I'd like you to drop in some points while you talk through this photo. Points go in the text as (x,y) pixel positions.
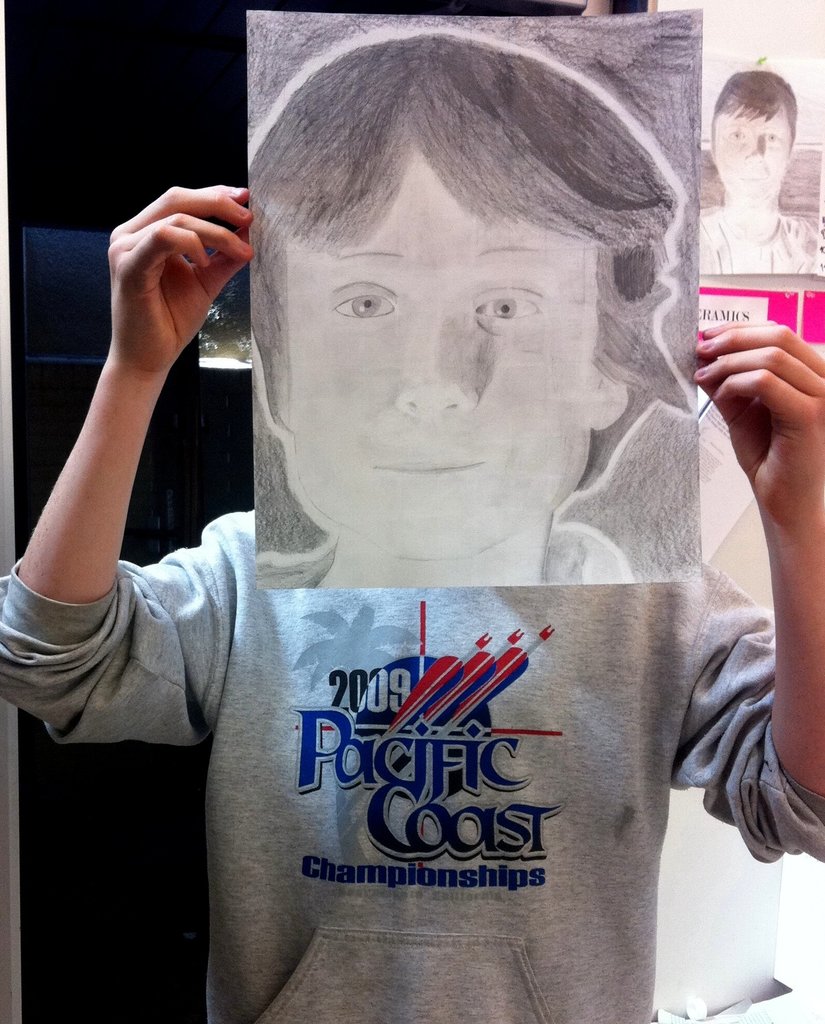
In the image we can see person (467,778) standing, wearing clothes (464,743). This is a pencil sketch on the paper (653,222).
